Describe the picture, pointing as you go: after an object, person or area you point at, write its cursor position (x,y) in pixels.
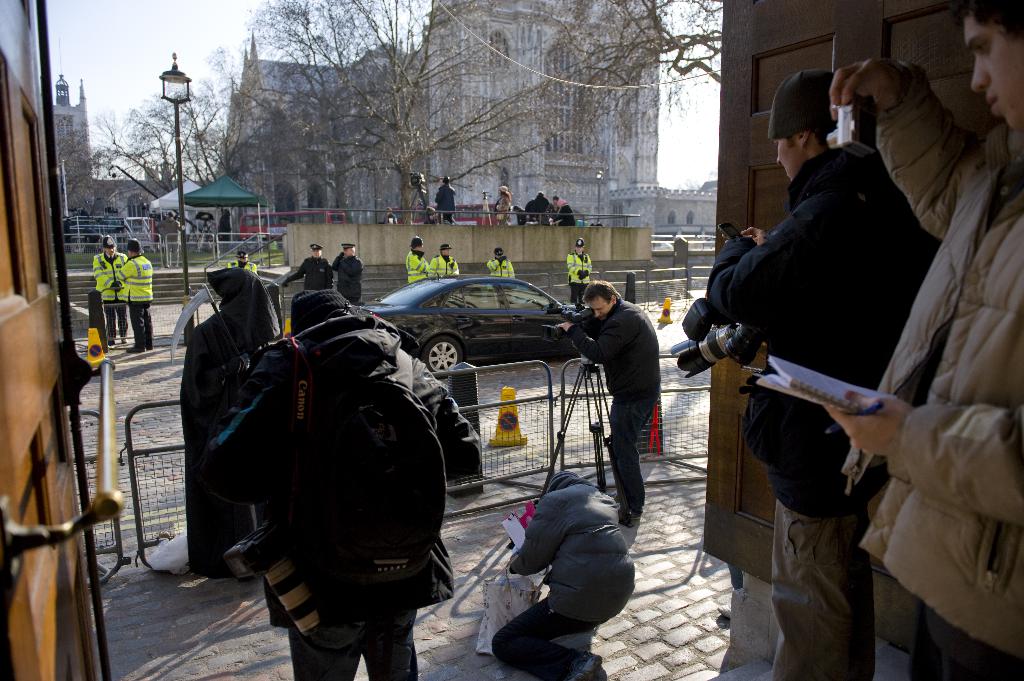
At the top of the image (310,117) we can see buildings (532,111), trees (332,114), parasols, grills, street poles (185,233), street lights (185,83) and people (225,215) standing on the floor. At the bottom of the image (204,460) we can see motor vehicle (474,325) on the road (645,310), persons (628,314) standing and holding cameras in their hands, tripods (566,414), grills (521,432), door (51,376) and traffic cones (501,433) on the road (555,381).
